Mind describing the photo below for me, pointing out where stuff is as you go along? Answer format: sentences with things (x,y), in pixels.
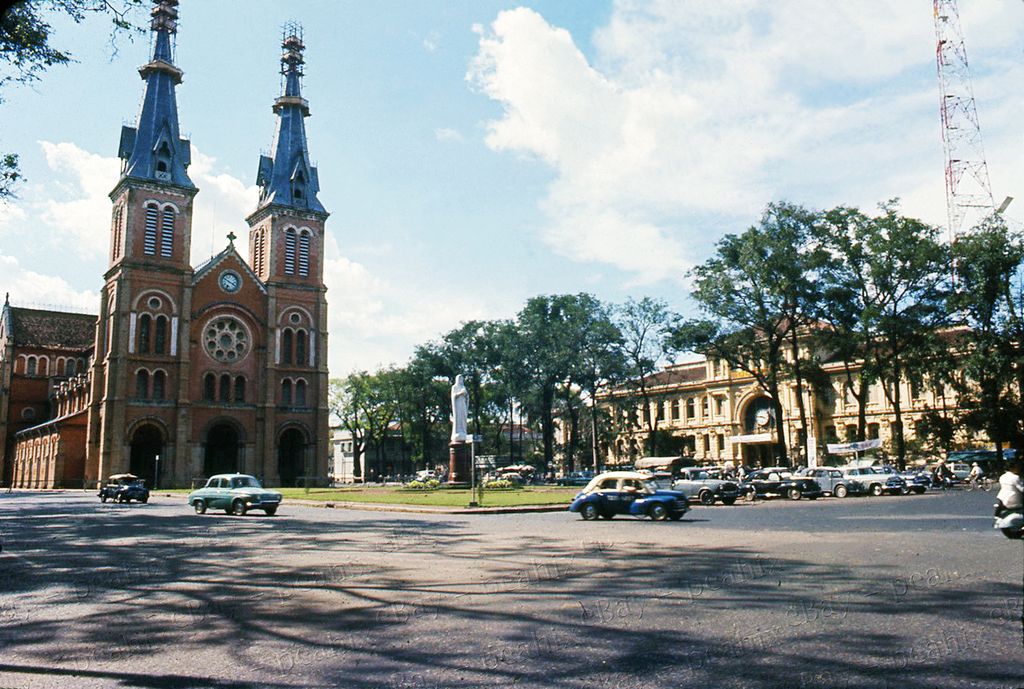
In this picture we can see the buildings (675,387), church (61,377) and trees (801,318). On the right (1014,469) we can see a man (1004,479) who is riding a scooter (1015,521). Beside him we can see many cars (710,481) which are parked near to the park (507,482). In the center (463,434) we can see the statue (454,394). At the top (666,89) we can see the sky (534,109) and clouds (802,5). In the top right corner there is a tower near to the building (953,353).
